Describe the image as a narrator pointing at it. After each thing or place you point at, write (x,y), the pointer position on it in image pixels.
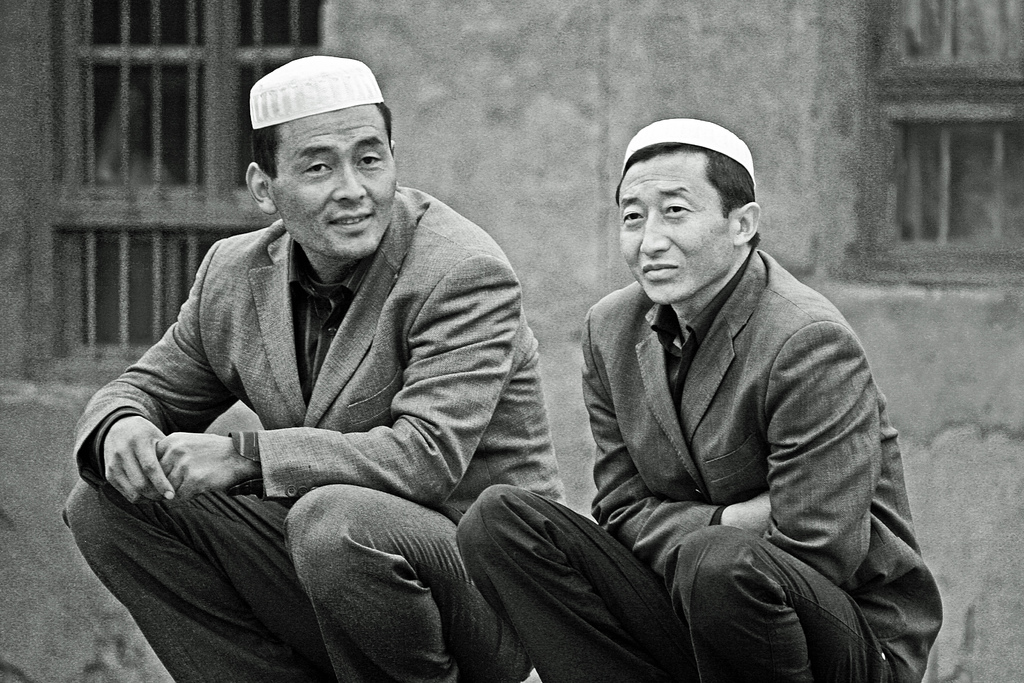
In this picture I can observe two men (671,402). Both of them are wearing coats (433,447) and caps (308,99) on their heads (714,184). In the background (622,98) I can observe windows (109,111) and a wall (502,121).
